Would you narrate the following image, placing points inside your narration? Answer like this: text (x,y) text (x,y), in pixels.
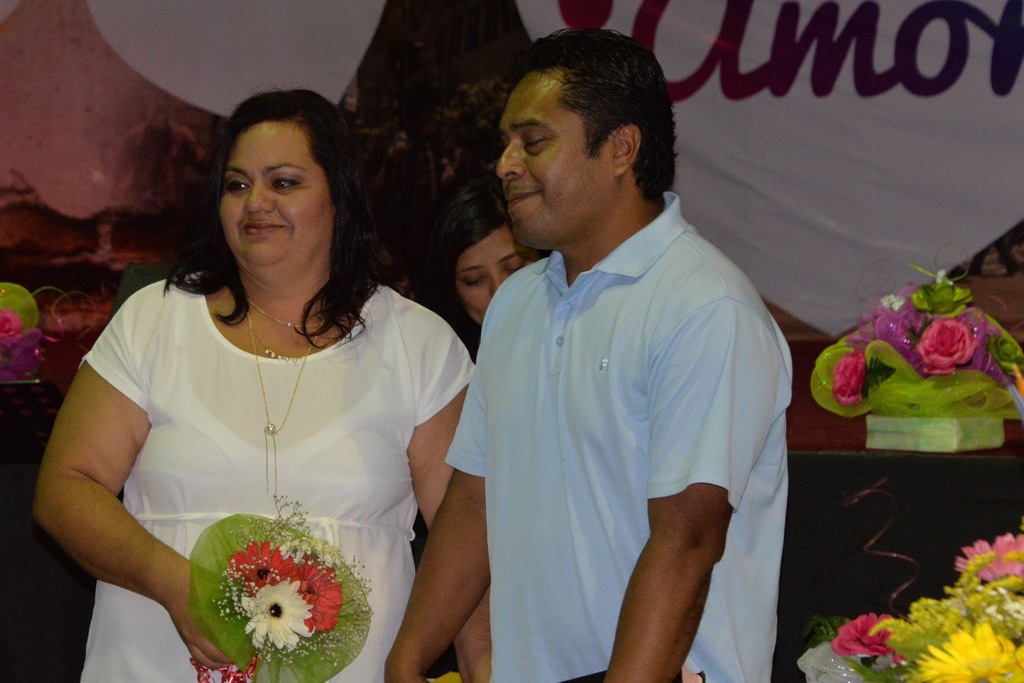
In this image I can see 2 people (549,680) standing in the front (180,407). The person (172,456) standing on the left (90,631) is wearing a white dress (126,367) and holding a flower bouquet (264,613). There are flower bouquets (986,673) on the right (965,673) and another person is present behind them.
